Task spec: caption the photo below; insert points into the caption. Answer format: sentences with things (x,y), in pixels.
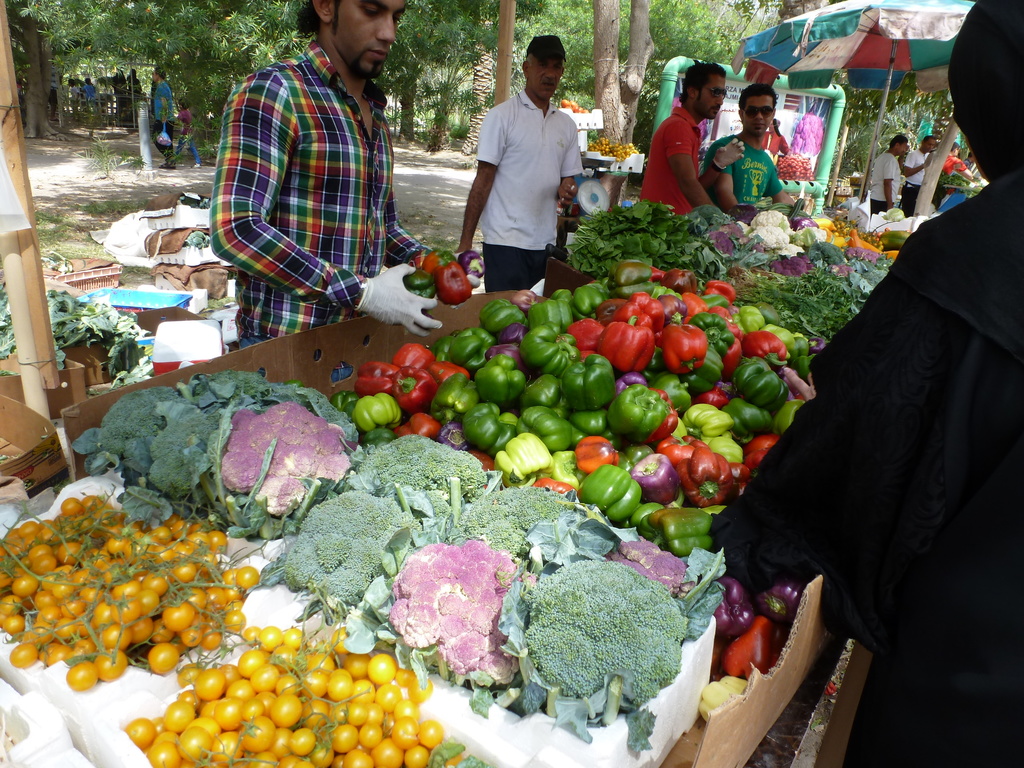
In this picture we can observe vegetables (428,452) placed on the table (350,415). We can observe tomatoes (72,551), capsicum (495,404) and cauliflowers (235,468). There are some people (549,174) standing around the table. There is an umbrella (865,36) on the right side (881,62). In the background (399,68) there are some trees (174,47).
